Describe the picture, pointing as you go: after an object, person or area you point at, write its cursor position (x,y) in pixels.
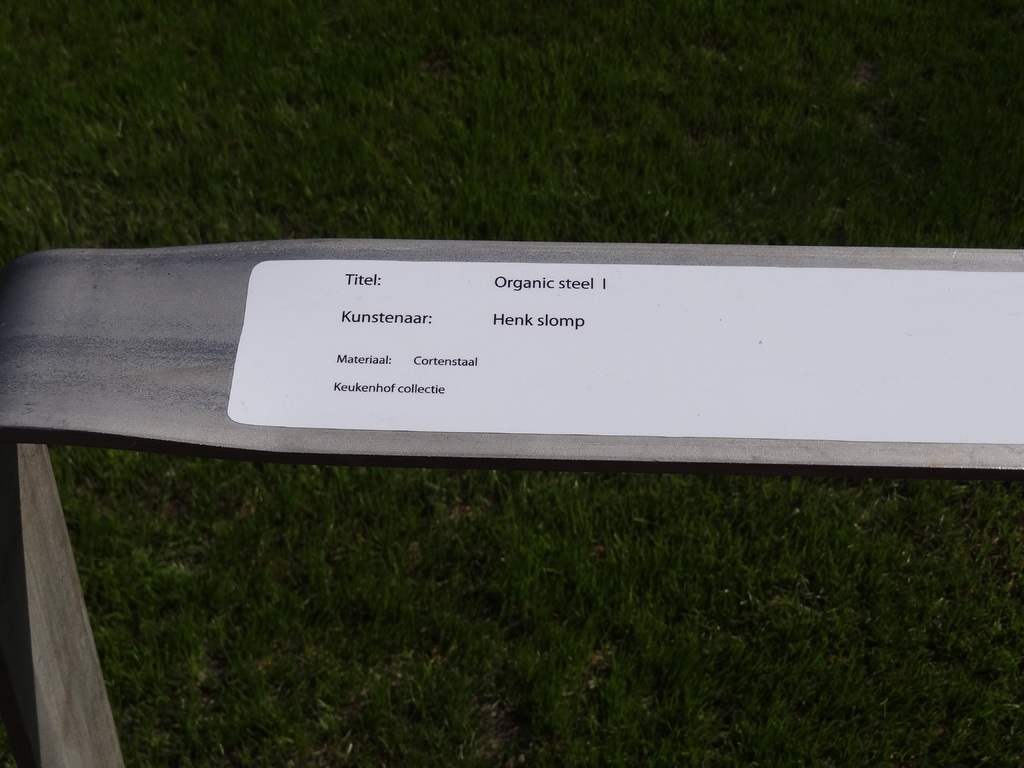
This image consists of a thing (86,284), which is made of steel (519,434). There is a sticker (947,394) on that.
